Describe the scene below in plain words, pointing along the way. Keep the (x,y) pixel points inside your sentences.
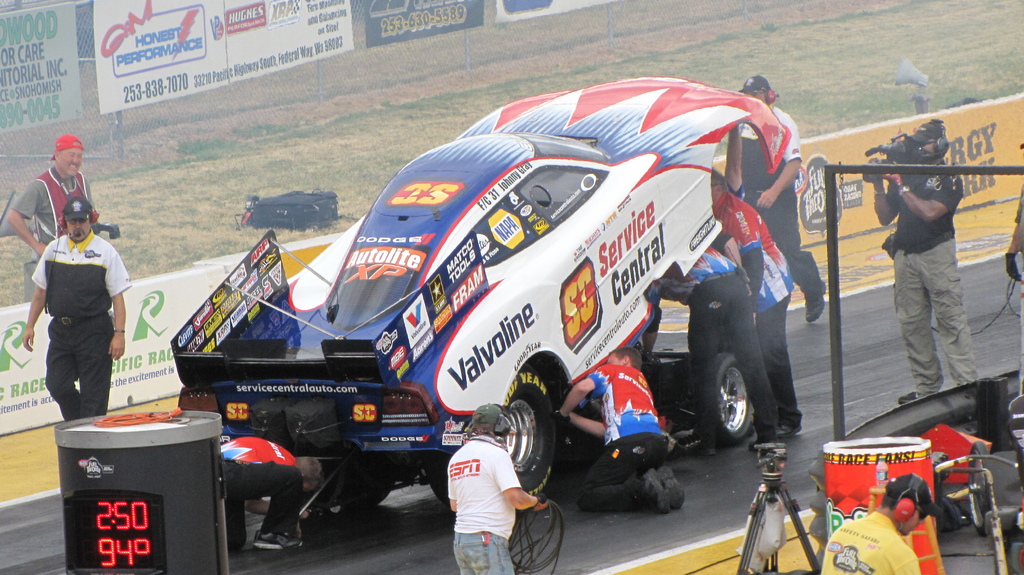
In this image few persons (606,368) are repairing the vehicle (542,458) which is on the road (745,455). Right side (906,247) a person (912,222) wearing a black top (914,221) is holding a camera (902,159). Bottom of the image (452,503) two persons (907,486) are wearing headsets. Right bottom there is a stand (766,513) and few objects (988,487) on the floor (970,544). Left side (82,283) a person (67,318) wearing a cap (78,216) is walking on the road (34,486). A person (35,266) is standing behind the fence (199,293). A bag (301,199) is on the grassland (300,175) having a fence (229,101). Few boards (252,47) are attached to the fence (189,102). There is a machine (166,482) at the left bottom of the image (168,487).
